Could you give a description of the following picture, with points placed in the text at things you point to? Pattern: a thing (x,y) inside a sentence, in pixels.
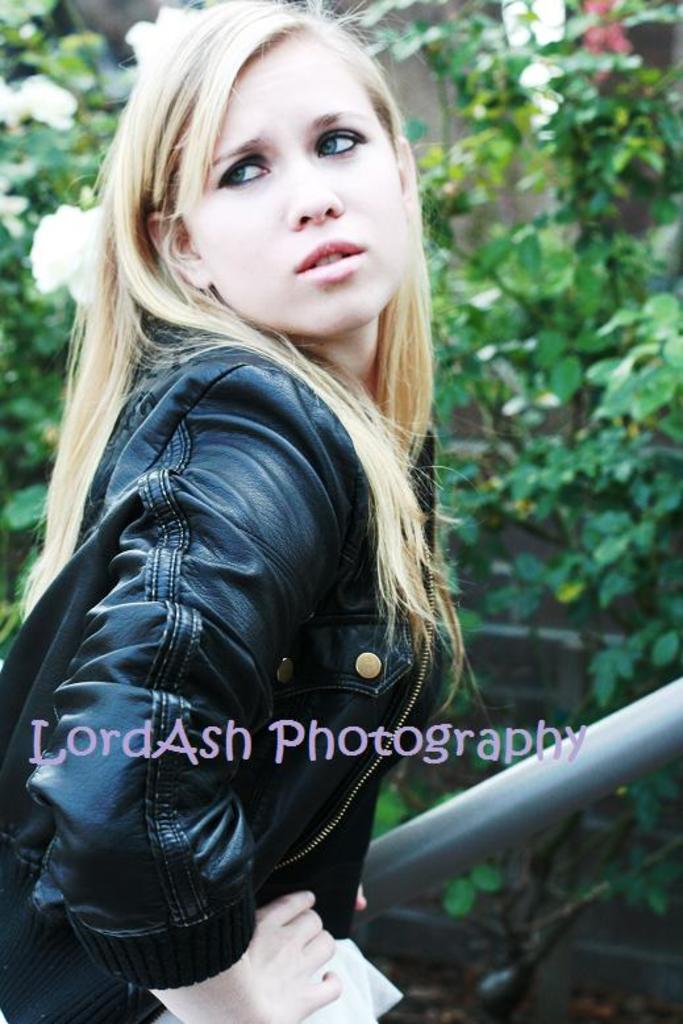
This is the woman (237,878) standing. She wore a black leather jacket (277,657). This looks like an iron rod (519,810). In the background (578,383), I can see the trees (482,160). I think these are the flowers (56,232), which are white in color. This is the watermark (538,747) on the image.
